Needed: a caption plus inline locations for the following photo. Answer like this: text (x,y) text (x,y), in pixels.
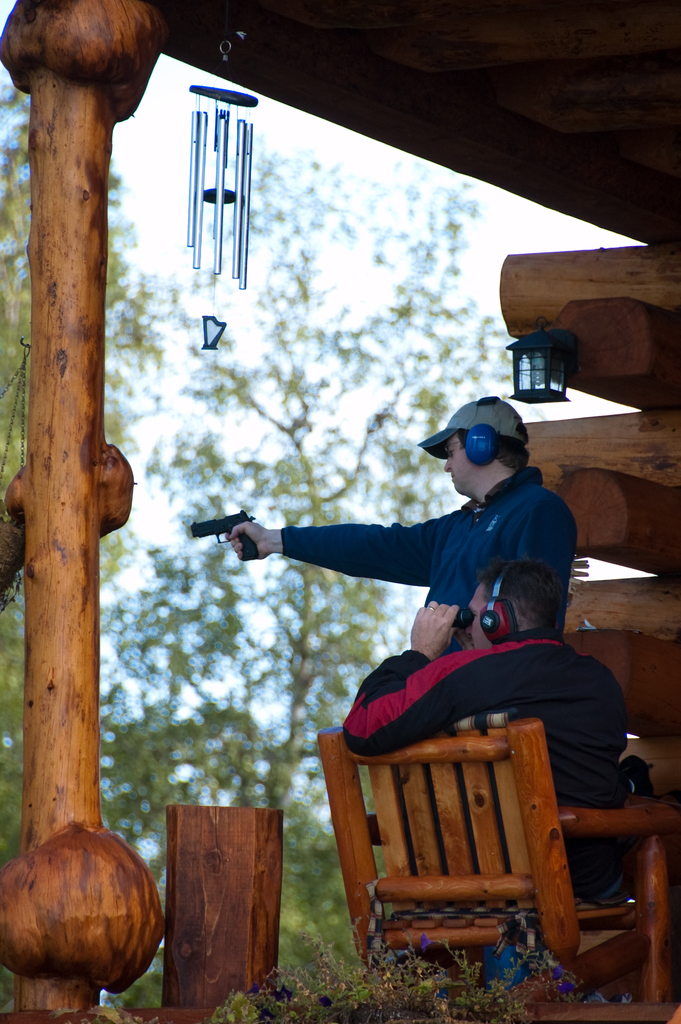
This is a picture taken in the outdoors. The man (388,669) in black jacket (570,697) was sitting on a chair (453,886) and holding binoculars (456,625) and the other man (463,572) in blue jacket (477,527) with hat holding a gun (243,518). Behind the people (470,673) there are wooden (554,452), pole (79,434), decorative item (218,244), trees (121,423) and sky (380,187).
